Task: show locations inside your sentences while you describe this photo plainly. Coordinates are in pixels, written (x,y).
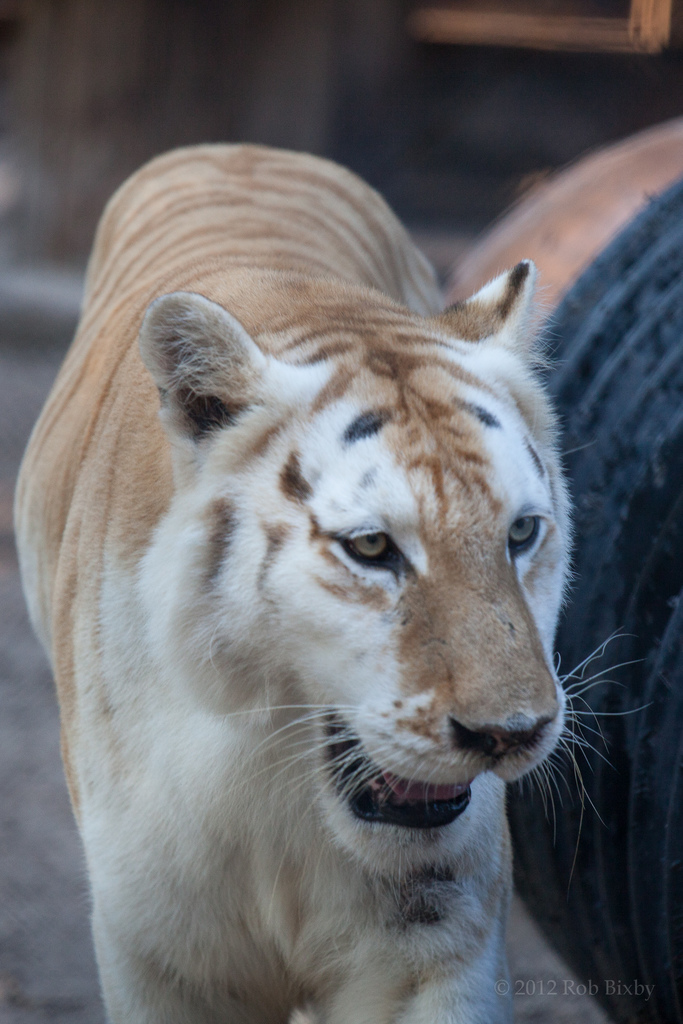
In this image I can see a tiger (330,535) which is white and brown in color is standing. I can see a black colored object (603,534) and the blurry background (350,36).
